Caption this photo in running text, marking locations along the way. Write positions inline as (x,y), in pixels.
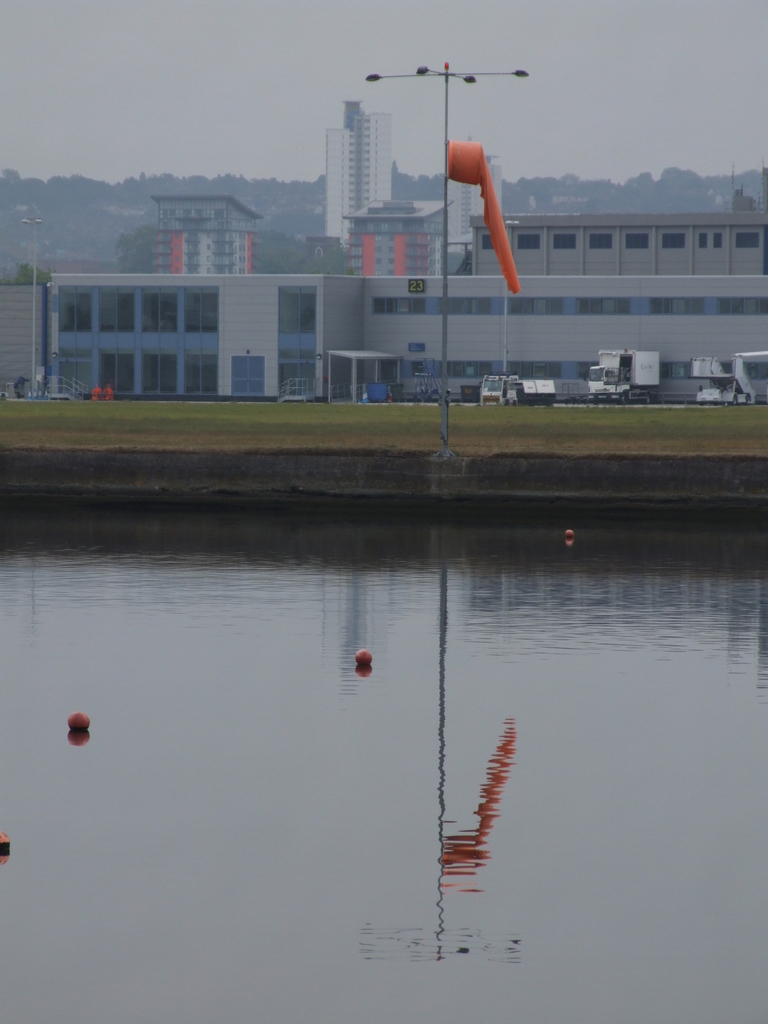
In this image at the bottom (227,711) we can see objects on the water (477,631) and there are lights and an object (461,164) on the pole (447,167). In the background (477,267) there are buildings (324,319), vehicles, windows (314,313), trees (277,219) and sky (436,63).
